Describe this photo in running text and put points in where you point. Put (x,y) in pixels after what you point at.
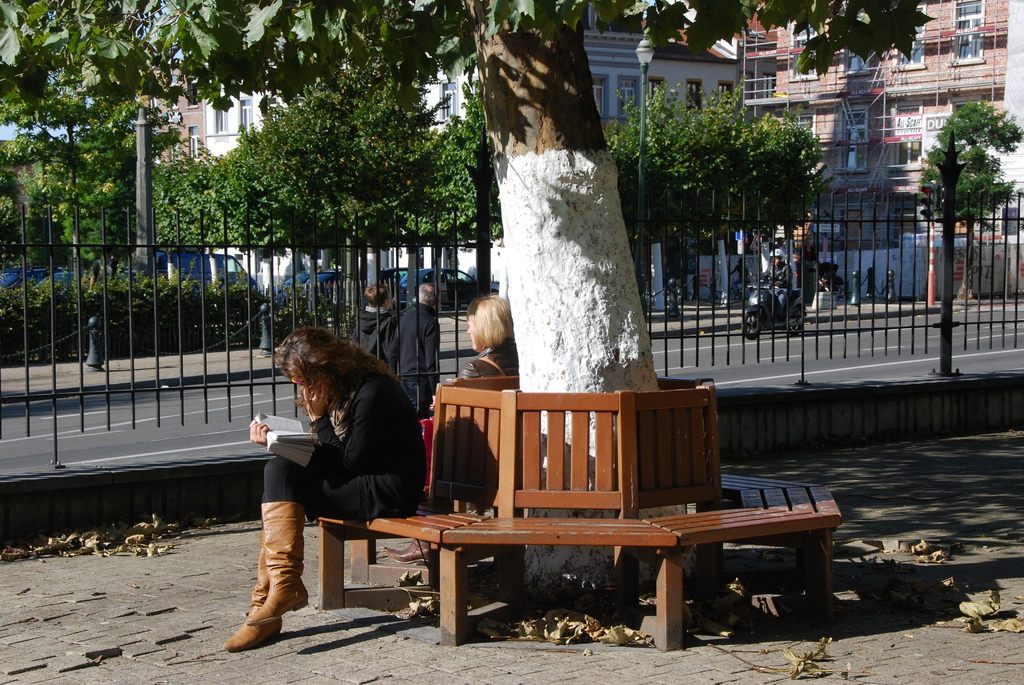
A lady (275,470) wearing a black dress (326,472) and brown boots (284,549) is holding a book (297,433) and sitting on a bench (533,482). There is a tree (577,236). Beside her there are railings (130,307), roads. In the background (349,299) there are trees (707,163), buildings (676,88). And there are street lights (643,143).
